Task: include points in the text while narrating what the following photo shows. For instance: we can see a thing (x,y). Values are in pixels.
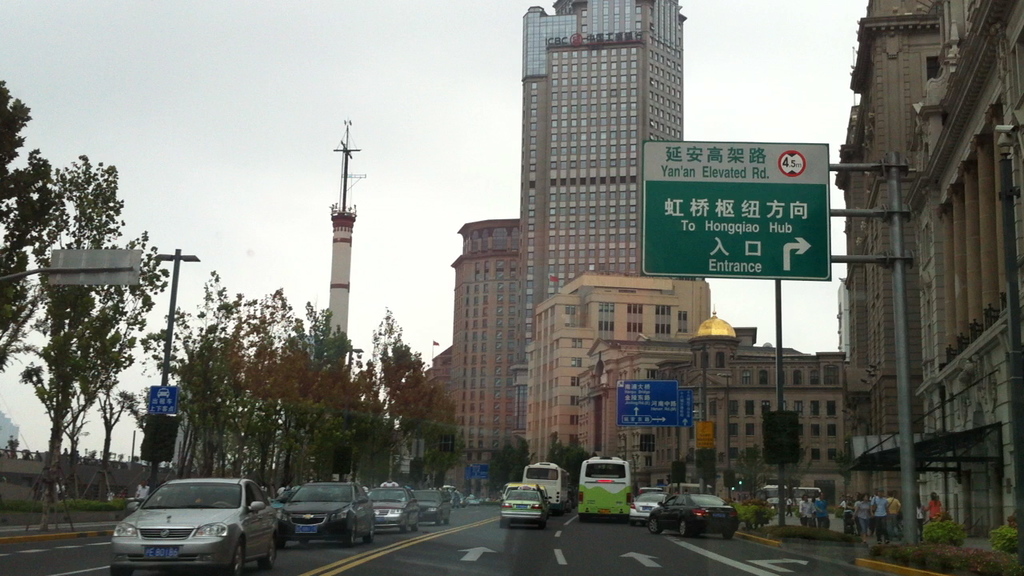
In this picture there is a road (461,551) on which we can observe some vehicles (559,497) moving. We can observe a tower (338,246) and some buildings (624,327). There are trees (297,406). In the background (474,165) there is a sky (388,116).
